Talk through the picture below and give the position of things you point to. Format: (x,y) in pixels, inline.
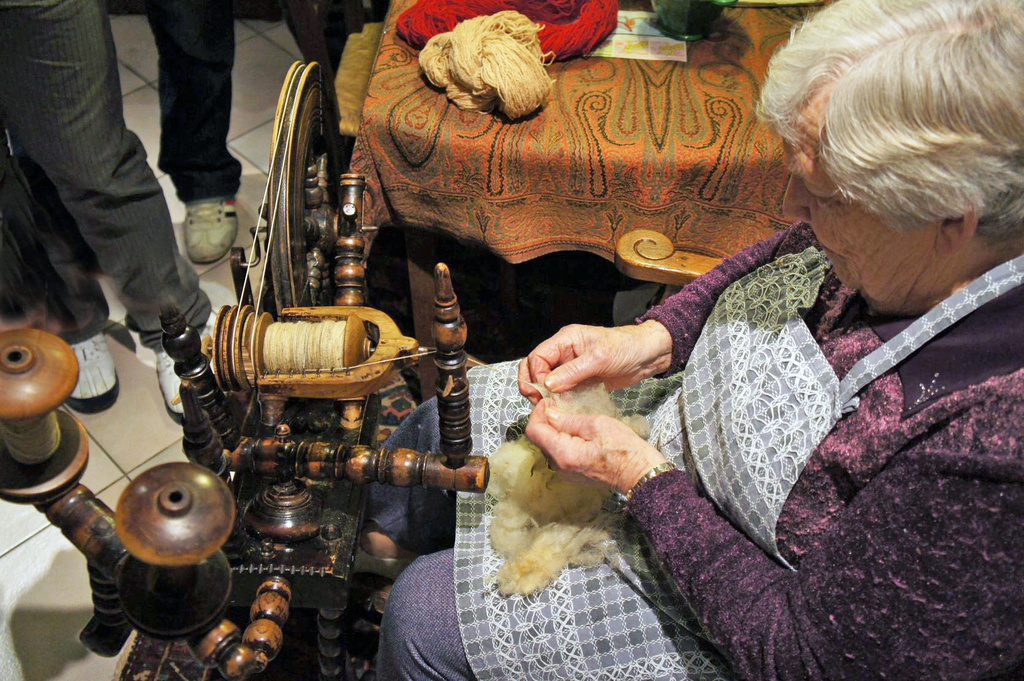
In this image there is a woman (718,404) sitting on a chair (647,266) in the center (642,346) holding a white colour object (551,514) in her hand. In front of the woman (624,478) there is a wooden stand (274,418) and there are legs (184,120) visible of the person (122,173) on the left side (135,143). At the top (588,117) there is a table (592,137) and there are some objects (545,48) which are red and white in colour kept on the table (655,109).
